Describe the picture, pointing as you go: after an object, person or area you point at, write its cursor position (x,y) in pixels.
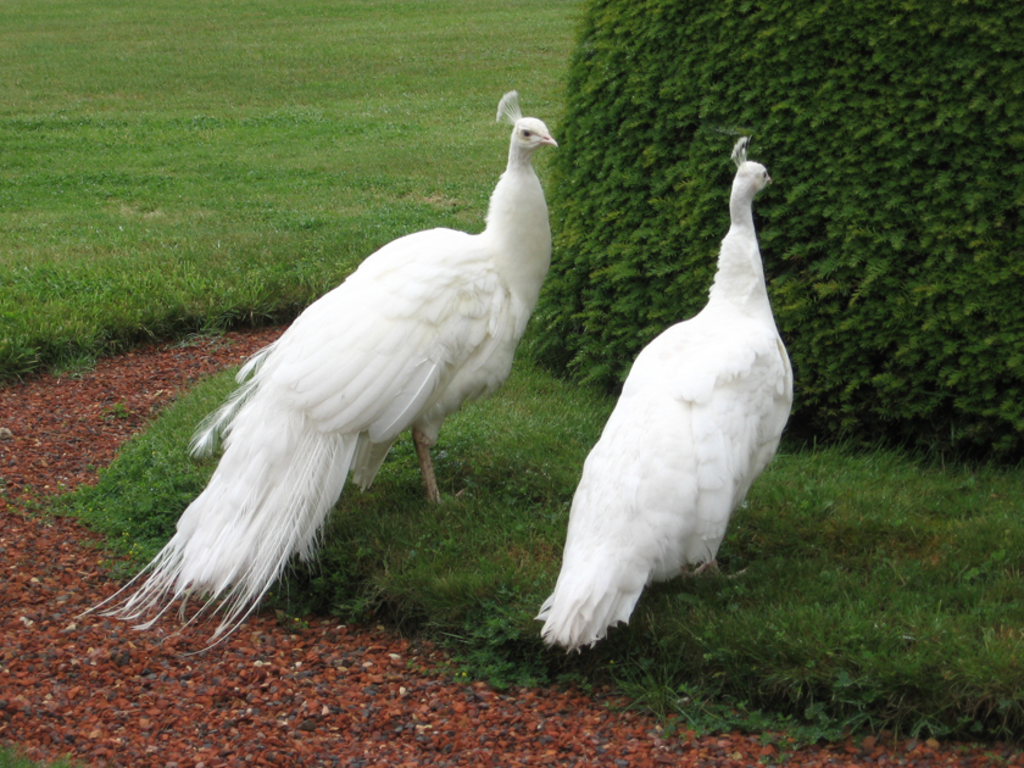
In the middle of the picture (656,393), we see two peacocks (623,475) in white color. At the bottom (532,605), we see the grass (628,676) and small stones (418,683). On the right side (818,75), we see the hedging plants (823,291) or trees (897,361). In the background (277,135), we see the grass (269,229).
